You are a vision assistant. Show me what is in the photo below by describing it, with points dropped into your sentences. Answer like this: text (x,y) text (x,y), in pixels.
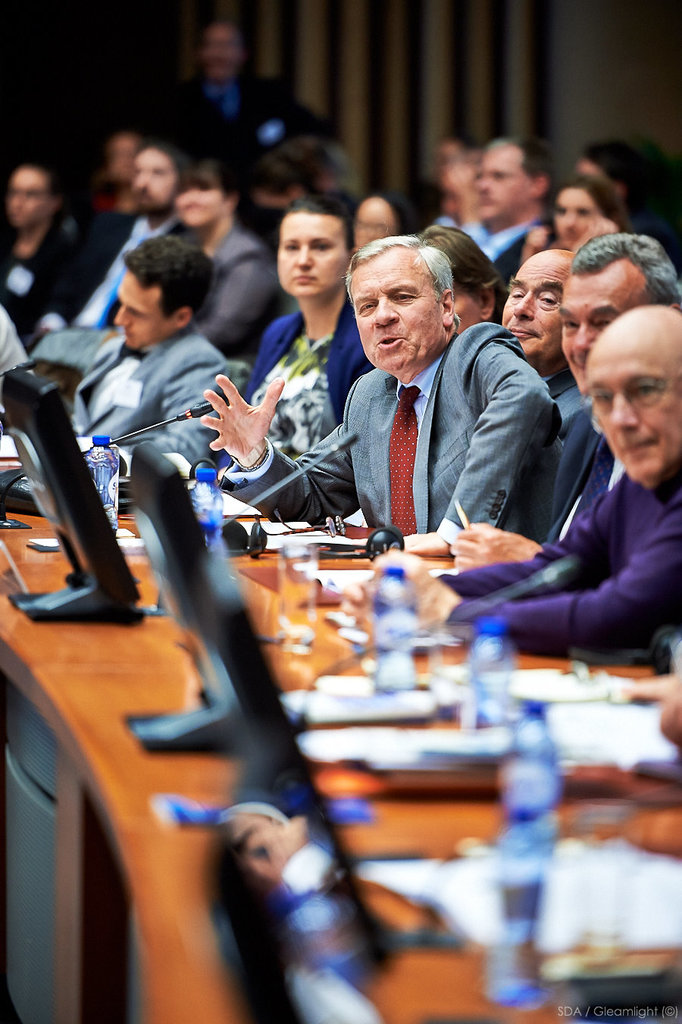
People (623,464) are seated. There is a table (217,964) on which there are screens (54,605), bottles (504,924), glasses (456,691), papers (359,577) and headsets (262,531). The person (390,504) at the center (417,400) is wearing suit (382,441). The background (614,180) is blurred.
